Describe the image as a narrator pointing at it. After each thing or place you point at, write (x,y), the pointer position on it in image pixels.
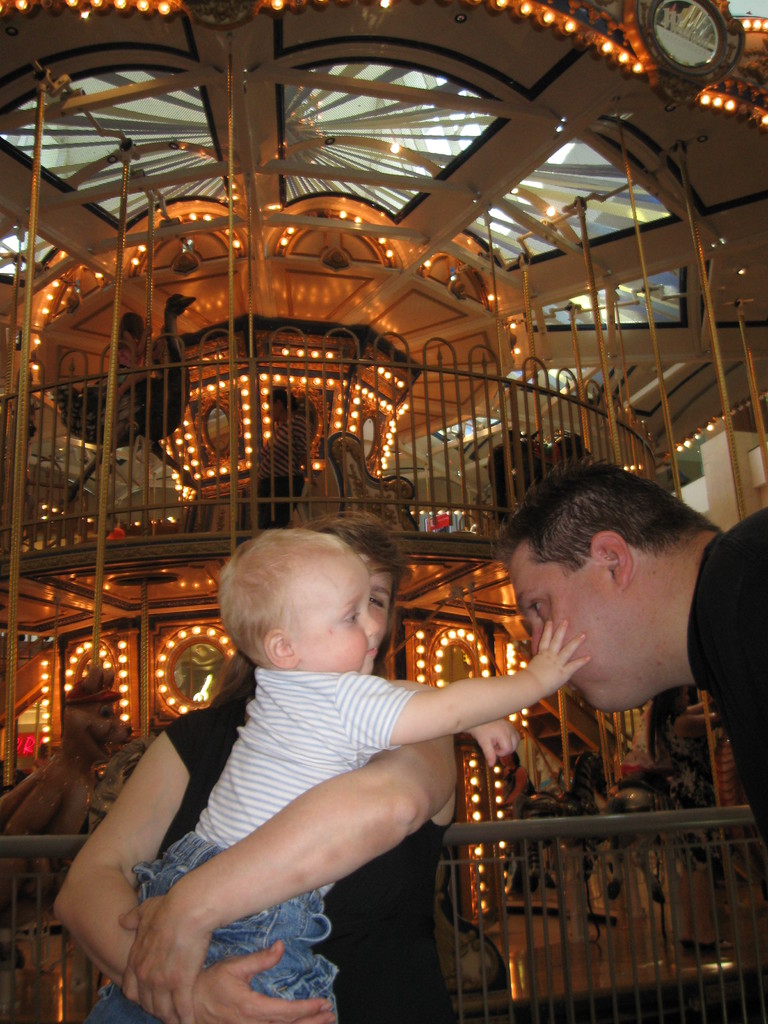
In this image there is a woman (162,769) who is holding the kid (261,767). The kid (346,713) is trying to touch the face (594,622) of the man (642,592) who is in front of him. In the background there are lights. It looks like it is a playing ride (180,412).
